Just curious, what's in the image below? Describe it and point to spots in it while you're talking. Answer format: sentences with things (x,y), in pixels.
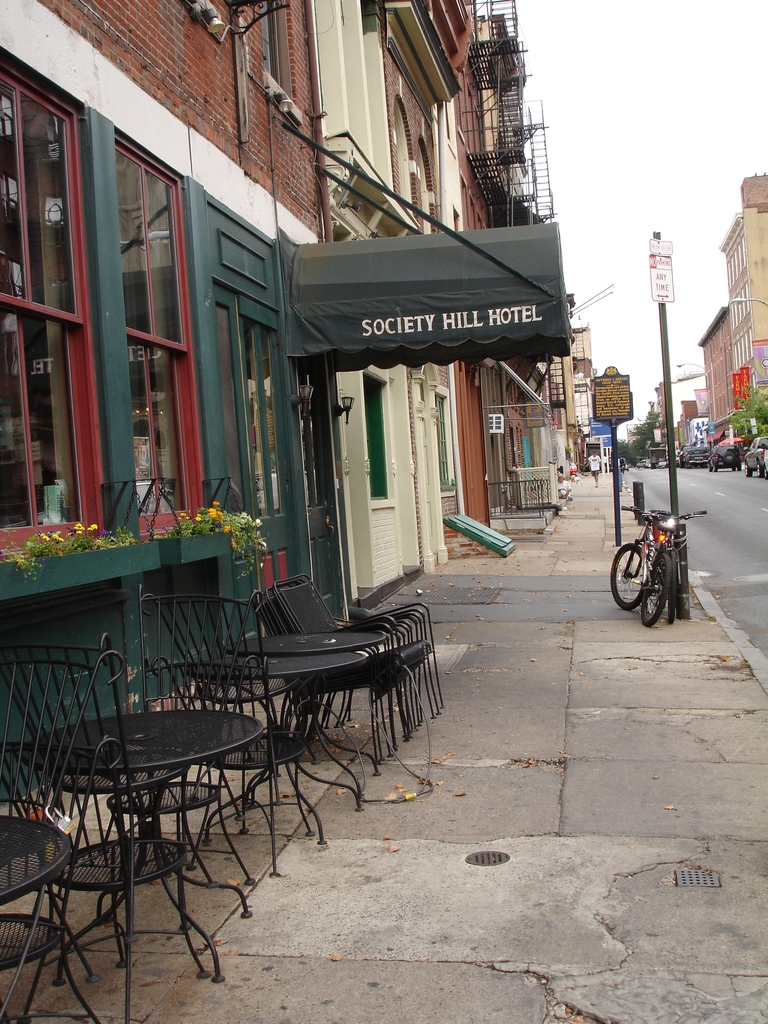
In this image I see number of buildings (413,15) and I see the chairs (149,774) and tables (167,722) over here and I see the path (525,624) and I see the plants (58,547) over here and I see something is written over here. In the background (718,446) I see few vehicles (695,450) over here and I see the boards (756,424) on the poles (684,582) and I see a bike (657,557) over here and I see the sky (669,223).
